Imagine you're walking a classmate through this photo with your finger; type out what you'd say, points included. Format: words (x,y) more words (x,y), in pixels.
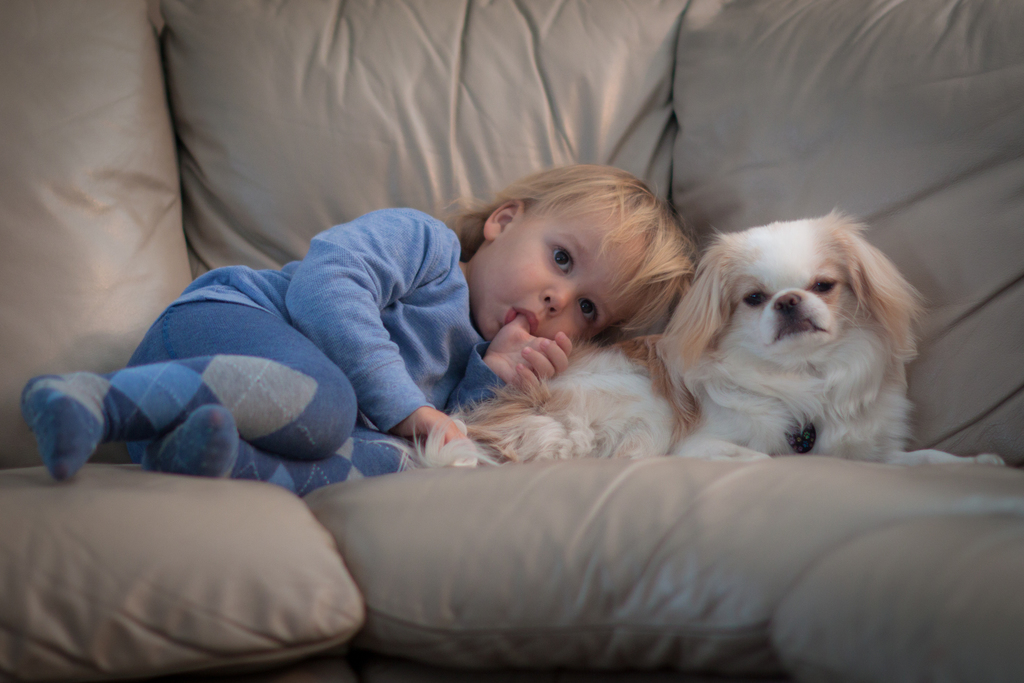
In this image we can see a person (470,331) and a dog (650,441) lying on the couch (81,487).
